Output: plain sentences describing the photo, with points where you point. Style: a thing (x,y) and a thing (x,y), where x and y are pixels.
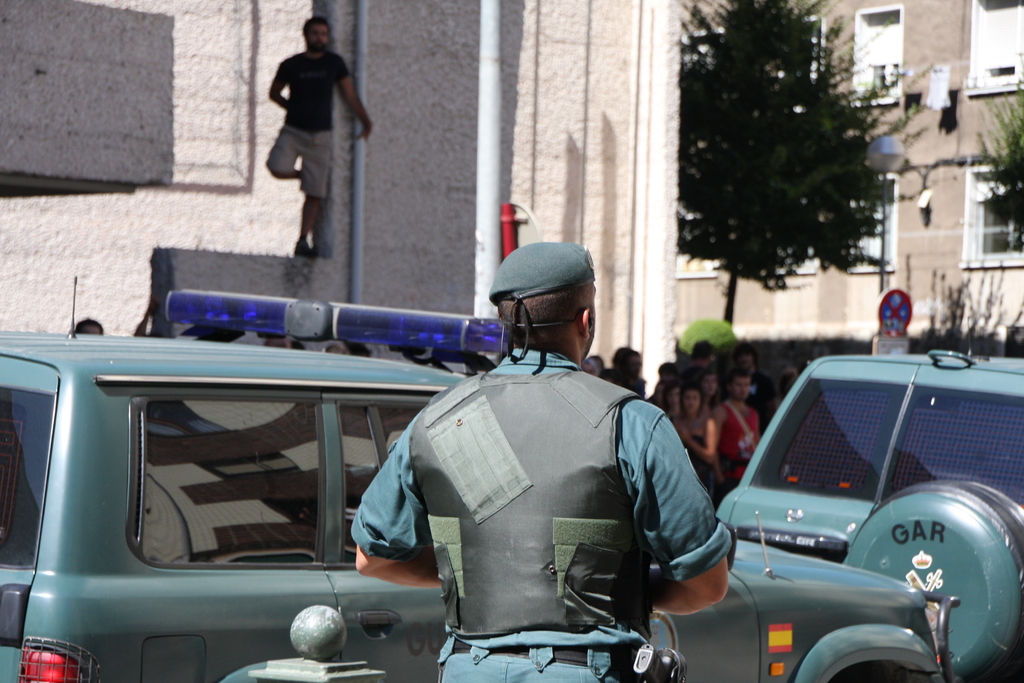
In this image I can see the vehicle (324,553) and one person (591,573). In the background (694,421) I can see the group of people (705,449), board (892,348), poles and the trees (705,195). I can also see the buildings (223,53) with windows (1000,54).
